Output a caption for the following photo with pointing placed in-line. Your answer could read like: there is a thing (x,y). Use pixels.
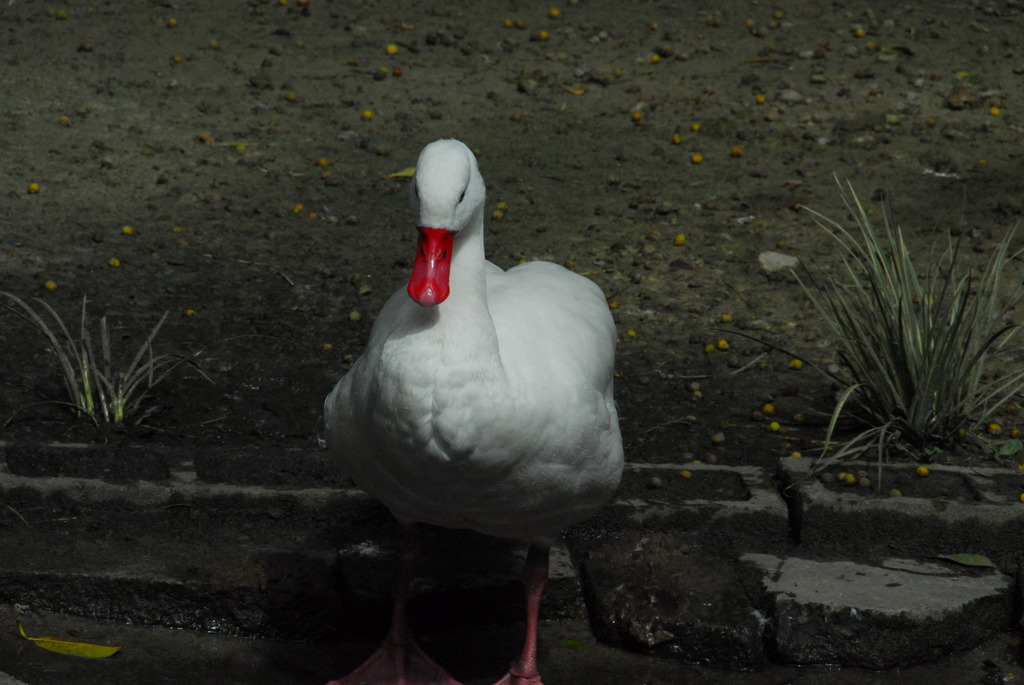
In this picture, we can see a duck (532,391), some plants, objects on the ground (634,504).
